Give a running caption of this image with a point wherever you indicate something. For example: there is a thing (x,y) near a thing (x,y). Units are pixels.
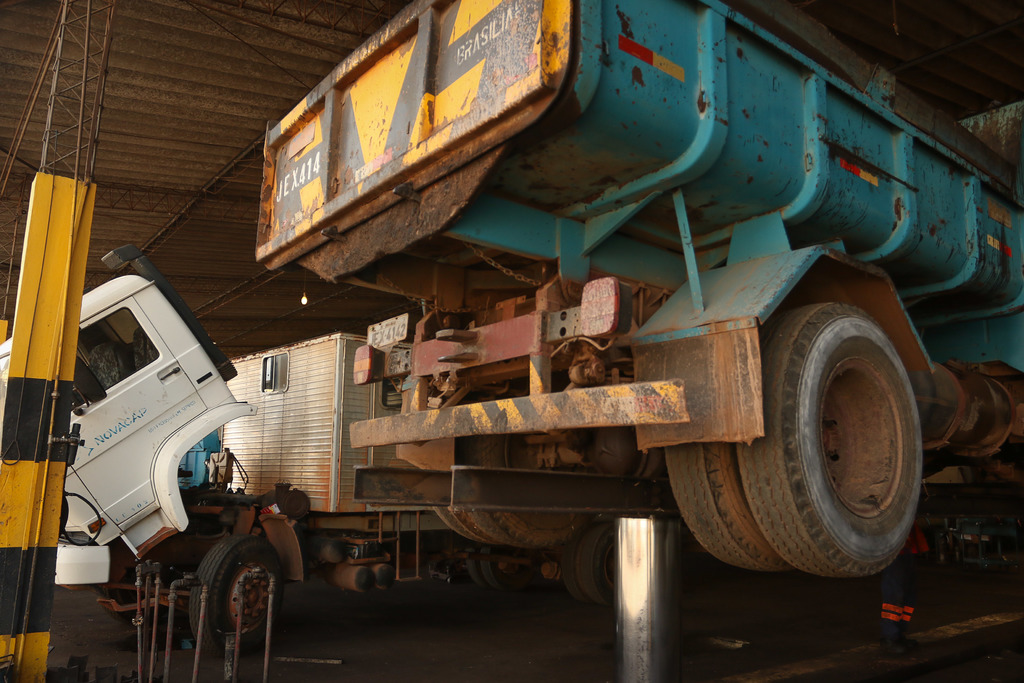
In the picture I can see vehicles (575,428). In the background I can see the wall (282,435), lights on the ceiling (186,260) and some other objects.
